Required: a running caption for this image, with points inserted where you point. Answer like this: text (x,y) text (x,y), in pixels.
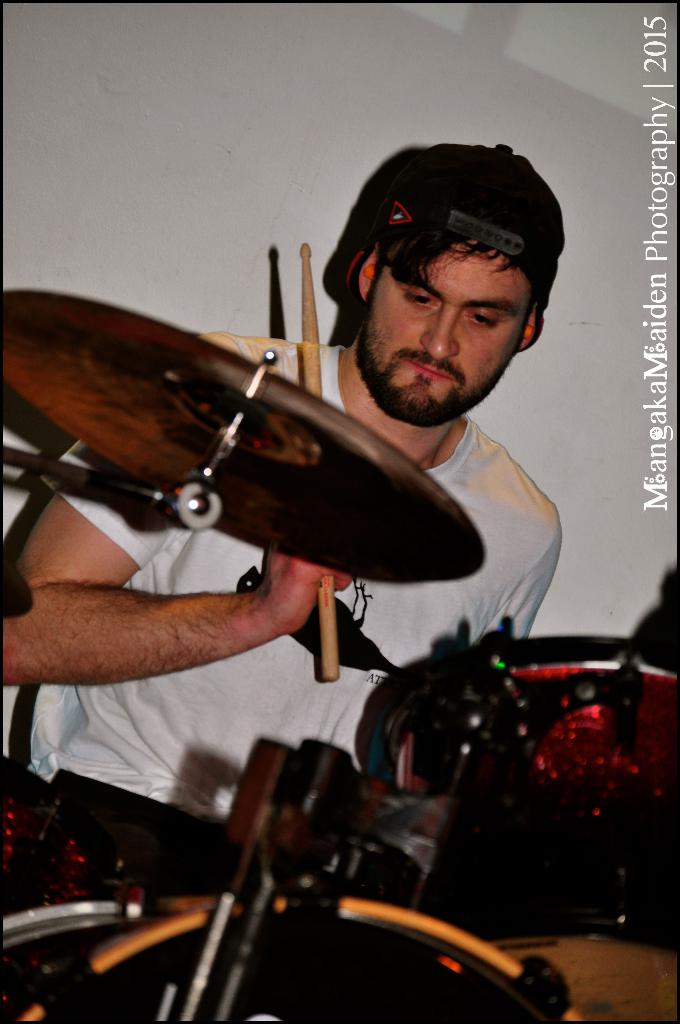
In this image I see a man (392,295) who is holding the sticks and there is an musical instrument (43,321) in front of him.
